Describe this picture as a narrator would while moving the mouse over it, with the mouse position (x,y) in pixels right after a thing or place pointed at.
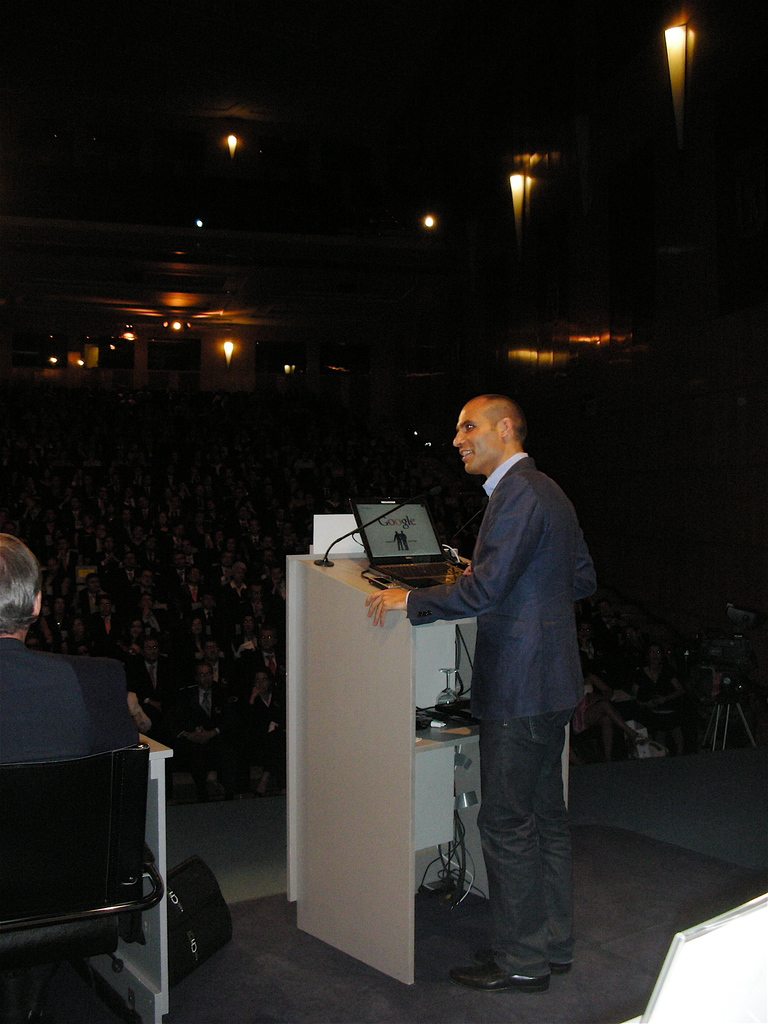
At the top (480,69) we can see the ceiling (317,133) and the lights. In this picture we can see a man (0,679) sitting on a chair (102,990). We can see a black bag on the platform (242,919). On the right side of the picture (523,473) we can see a man (565,521) standing near to the podium (369,631) and on the podium (353,577) we can see a microphone (433,490) and a laptop (405,510). We can see a camera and a stand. We can see the audience (308,410) sitting on the chairs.
